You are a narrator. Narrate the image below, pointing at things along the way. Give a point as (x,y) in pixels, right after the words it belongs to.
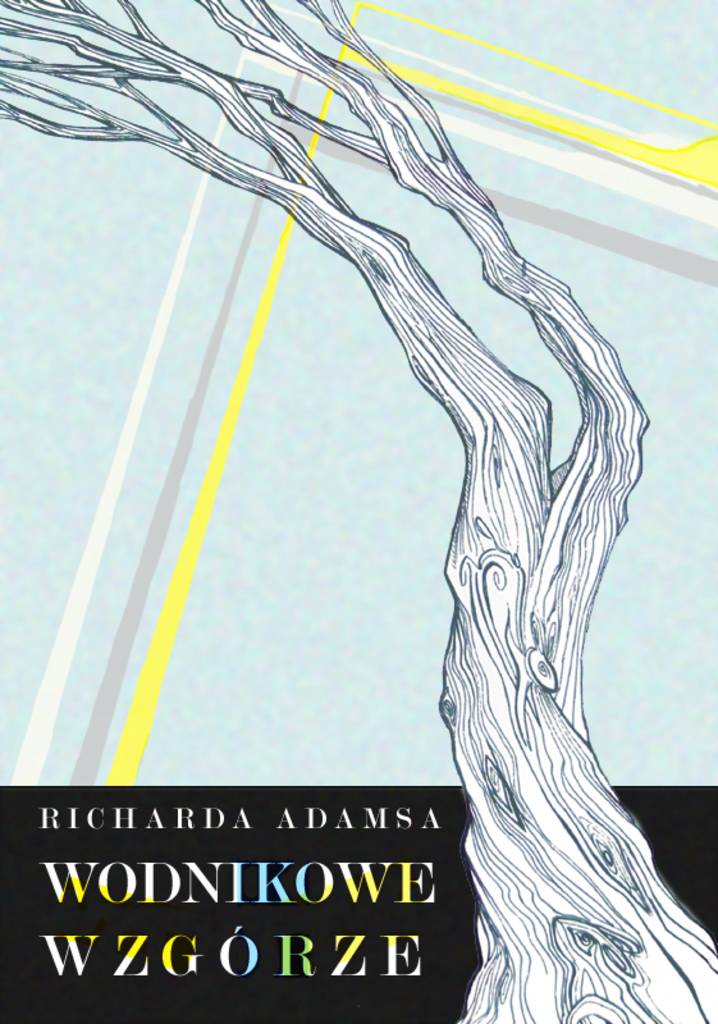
In this picture there is a sketch (514,621) of a tree (239,92) and some words (364,889) written on the paper (217,851). In the background (270,550) there is blue, light blue. We can see three lines (69,606) here. White, grey and a yellow line (160,631).
